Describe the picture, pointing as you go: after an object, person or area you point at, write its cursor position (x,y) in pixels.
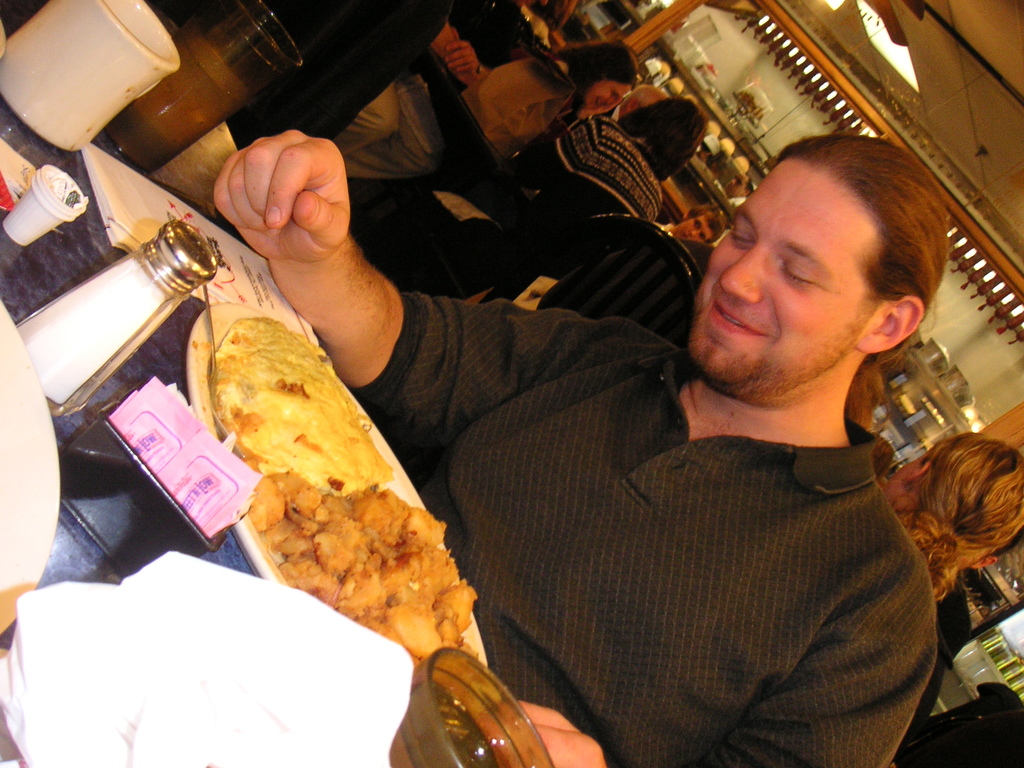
In this picture I can see few people (700,232) seated and I can see a man (719,299) and some food (265,460) in the plate (352,399) and a glass (427,698), I can see a cup (34,25), few papers (23,164) and a salt shaker (104,346) and few napkins (133,661) on the table (36,283) and I can see lights (877,32) to the ceiling (873,65). Looks like an inner view of a restaurant (841,34).
